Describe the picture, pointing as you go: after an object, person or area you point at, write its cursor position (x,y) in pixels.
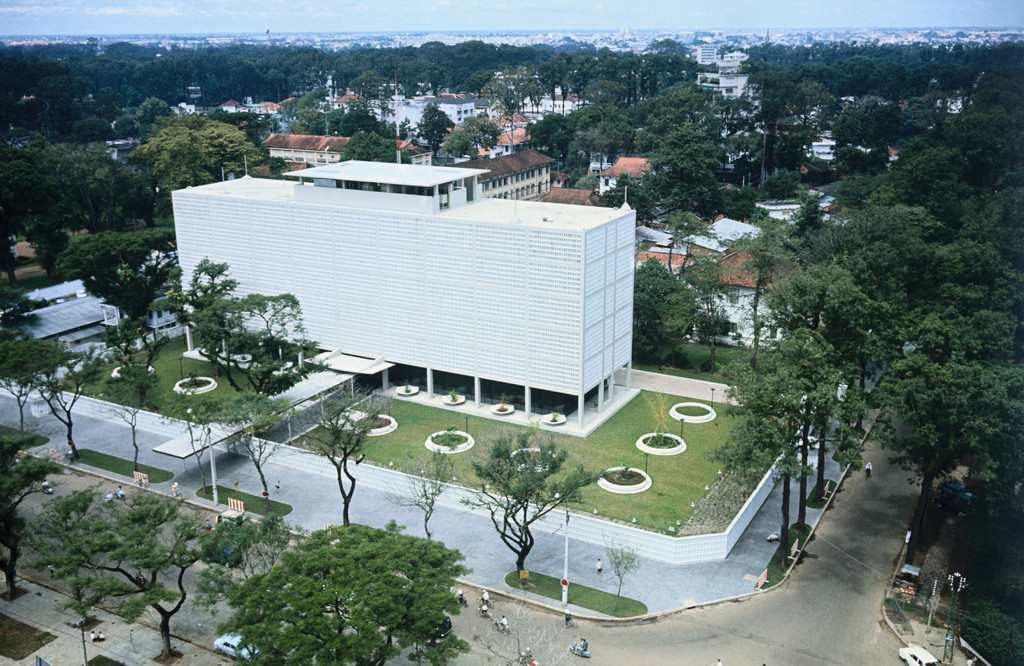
There are roads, trees (903,409) and buildings (361,267). On the ground (601,433) there is grass (634,420). In the background (925,59) there are trees (941,52).
